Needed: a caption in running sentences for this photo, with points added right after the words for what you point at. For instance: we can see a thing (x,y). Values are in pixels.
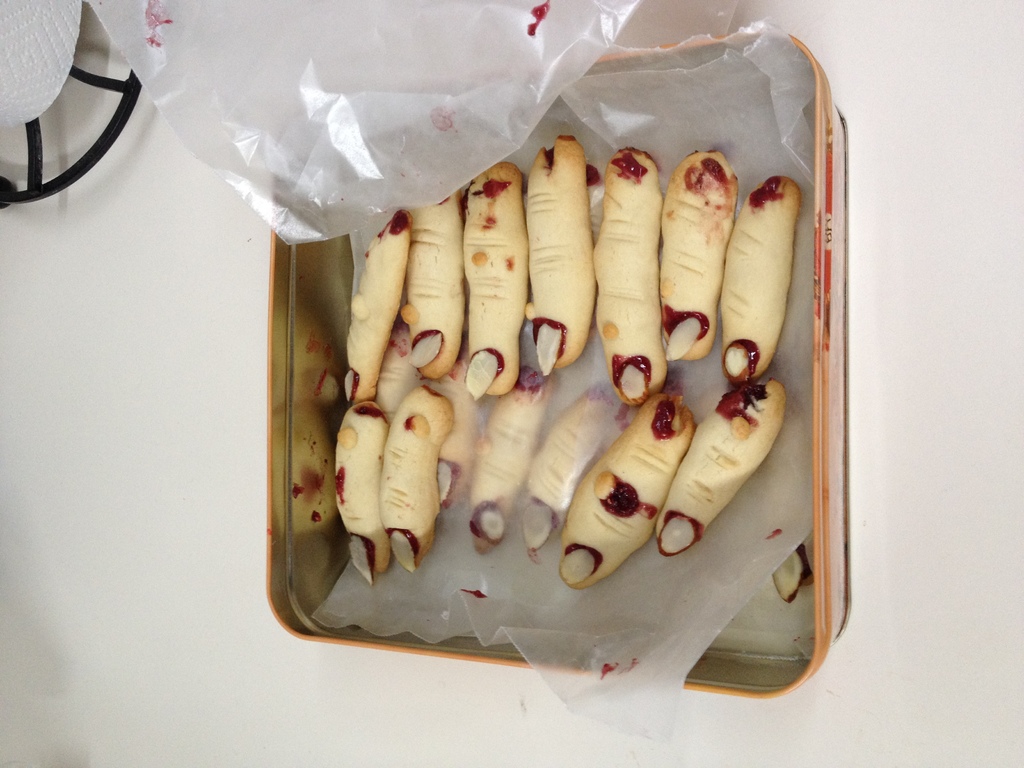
In this picture we can see food items (722,456) in a box (720,475) and this box (815,101) is on a platform (878,316), where we can see polythene covers (527,123) and an object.
